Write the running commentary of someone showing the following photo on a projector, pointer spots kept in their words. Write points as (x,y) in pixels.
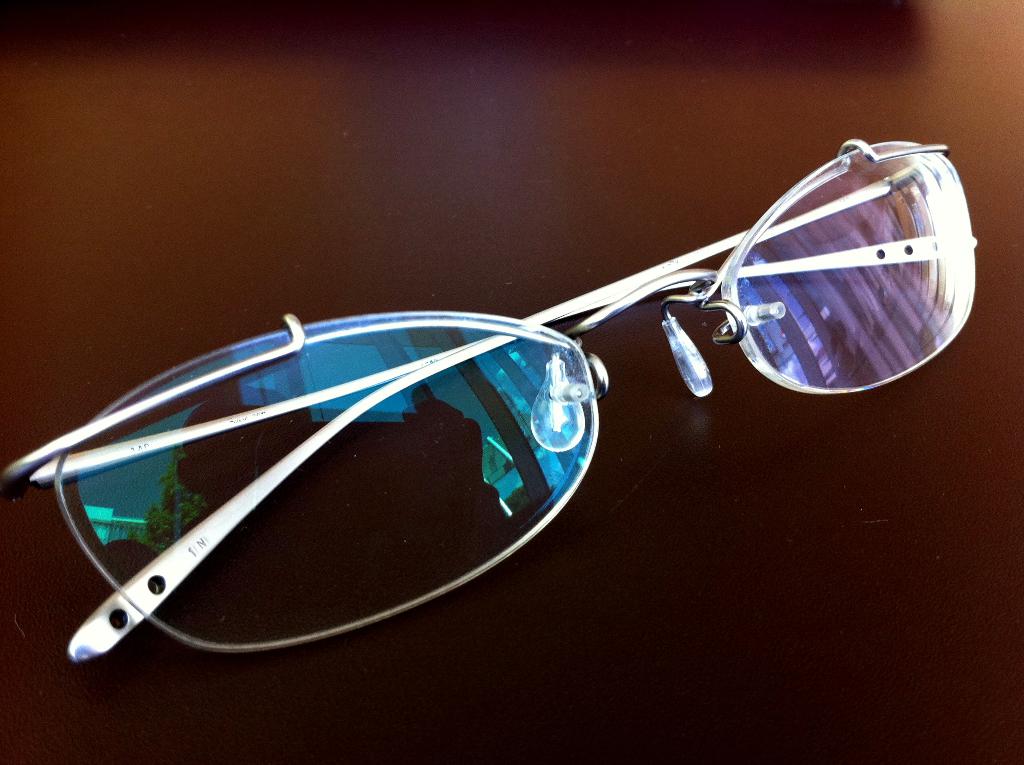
In the center of this picture (508,391) we can see the eyeglasses (489,396) seems to be placed on the top of the table (281,207) and we can see the reflection (430,489) of a person (287,507) and the reflections (165,523) of some objects (185,523) on the surface (386,421) of the glasses (374,443).
